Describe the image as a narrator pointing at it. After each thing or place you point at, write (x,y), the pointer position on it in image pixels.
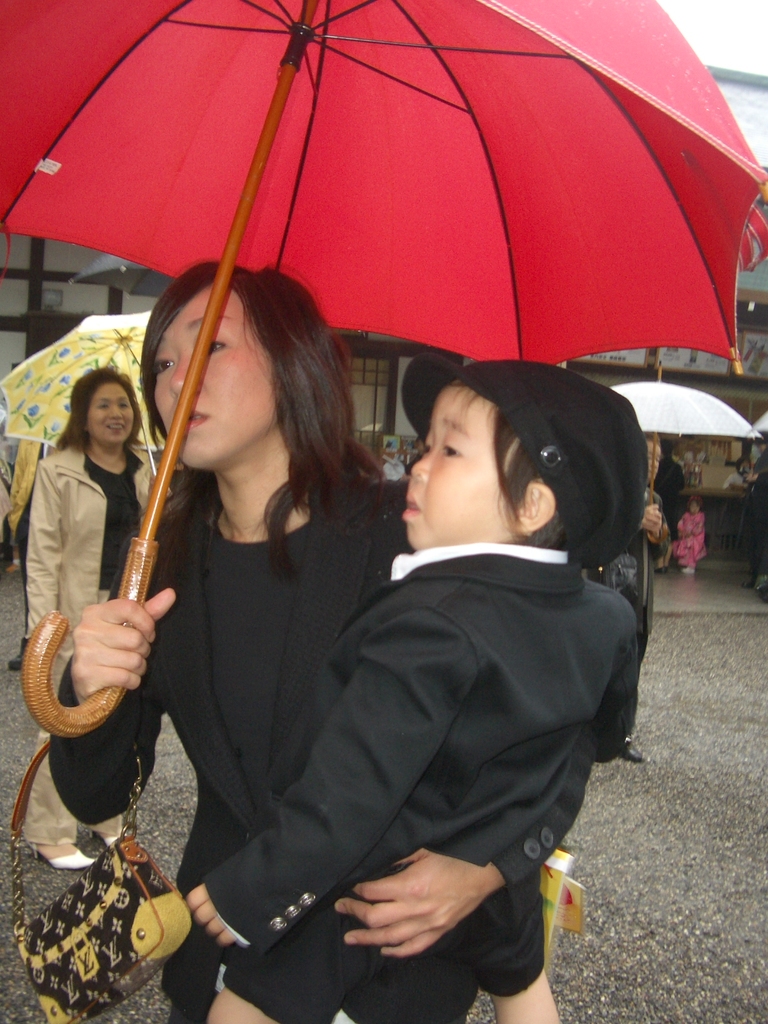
In this image we can see this woman (123,794) wearing a black blazer (109,758) and handbag (155,913) is holding a red color umbrella (304,77) in her right hand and carrying a child (501,902) who is wearing a black blazer (370,808) and hat (569,400) in her left hand (410,927). In the background (38,801), we can see a few more people (45,788) and we can see the building (353,378).
